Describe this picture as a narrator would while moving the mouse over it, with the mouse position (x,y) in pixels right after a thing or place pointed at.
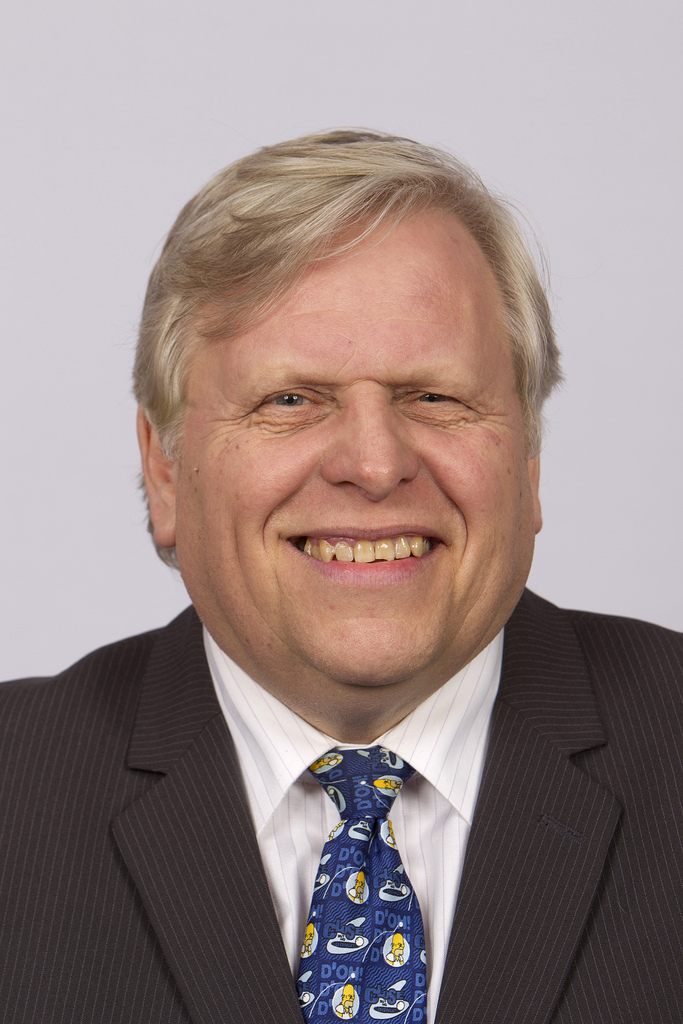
In this image we can see a person (272,642) smiling. The background of the image (45,291) is white.
